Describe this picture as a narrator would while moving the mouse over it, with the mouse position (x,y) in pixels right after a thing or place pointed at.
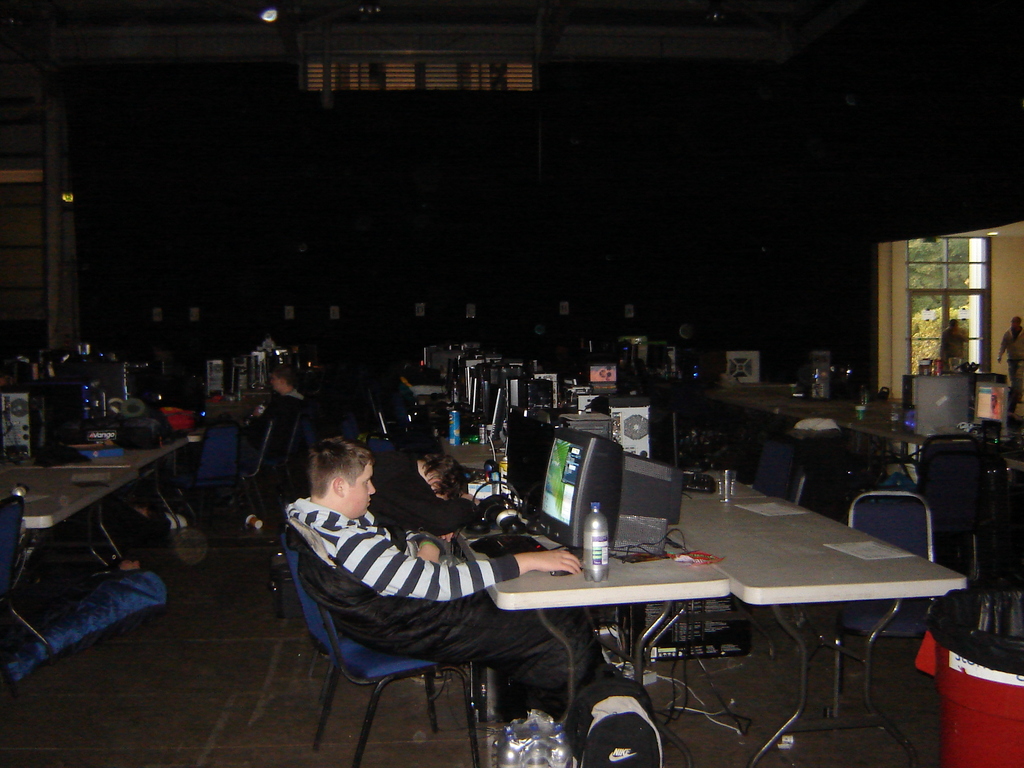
In this image i can see a man (388,573) sitting on a chair (396,668) there is a desk top (551,491), bottle (599,544), a paper (831,545) on a table (853,565) at the back ground (964,322) i can see few other chairs (225,484) and table (239,413), a wall (412,108) and a window (937,307).
